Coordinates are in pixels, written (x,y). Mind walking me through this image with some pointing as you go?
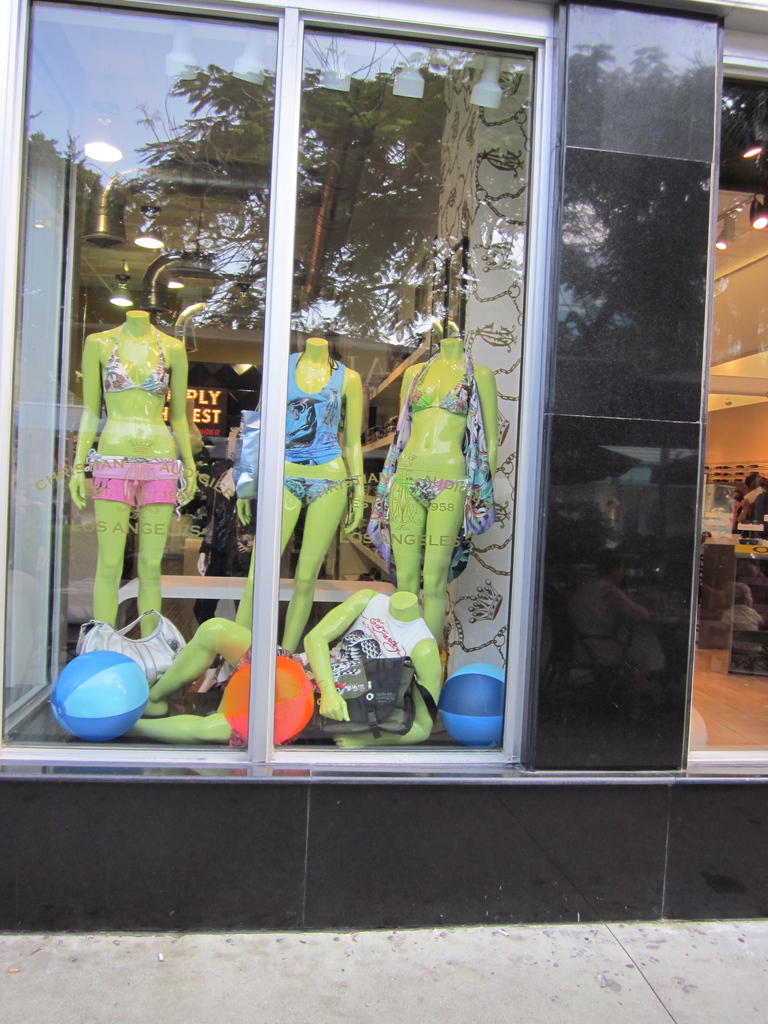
In this image we can see mannequins (328,493), few balls (460,708), bags (366,697) near the mannequins (423,679) and there are few lights (147,236) and pipes (119,208) to the ceiling (755,298) in the store (687,655).
